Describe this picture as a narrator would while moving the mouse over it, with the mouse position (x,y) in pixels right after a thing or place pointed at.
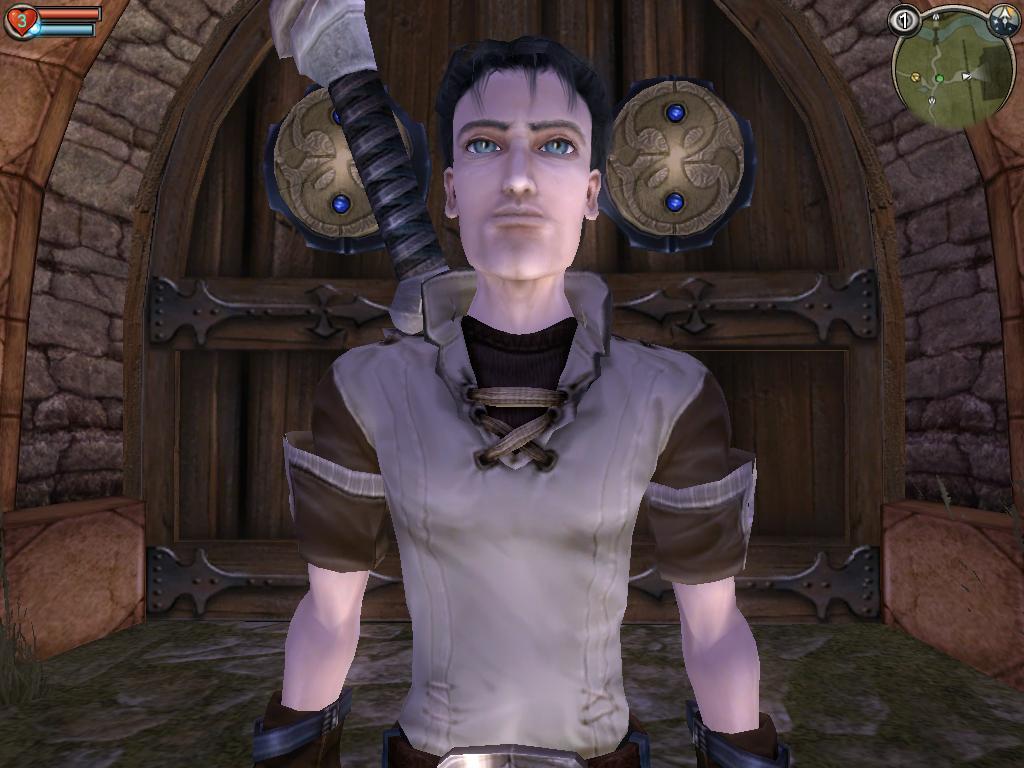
In this image we can see animated picture of a human being (472,411) and in the background of the image (359,244) we can see door (220,320) and wall (35,345).
